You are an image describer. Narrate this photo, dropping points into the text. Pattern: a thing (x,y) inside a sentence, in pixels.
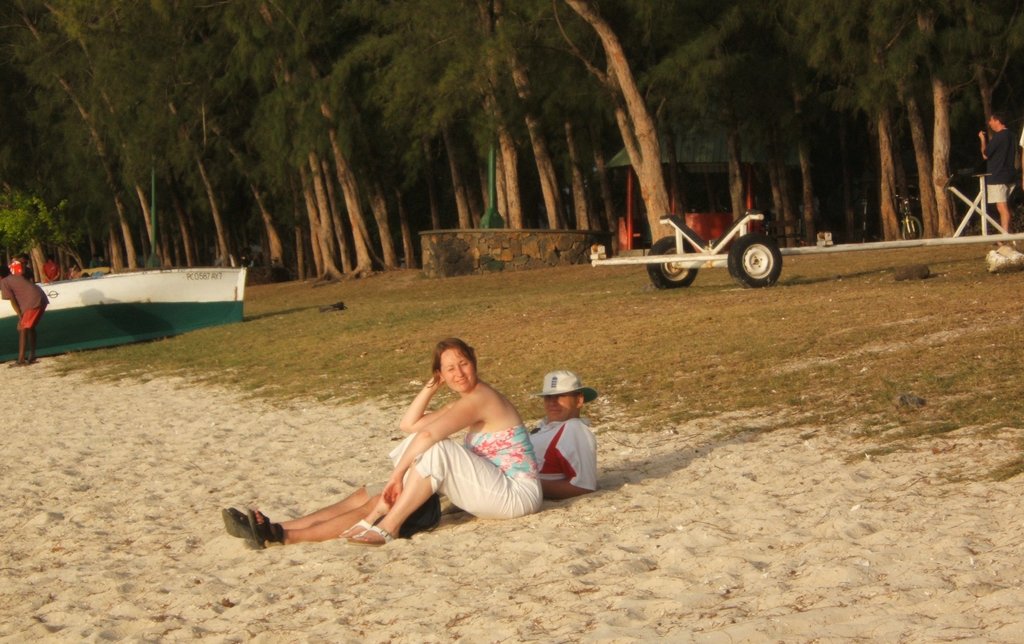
In the picture we can see a beach view (297,492) with a man (564,386) and woman (494,418) sitting on the sand surface (217,389) and near it, we can see a grass surface (865,349) on it, we can see a cart (703,250) and behind it we can see trees (779,236), and path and a man (1004,244) standing on the path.
